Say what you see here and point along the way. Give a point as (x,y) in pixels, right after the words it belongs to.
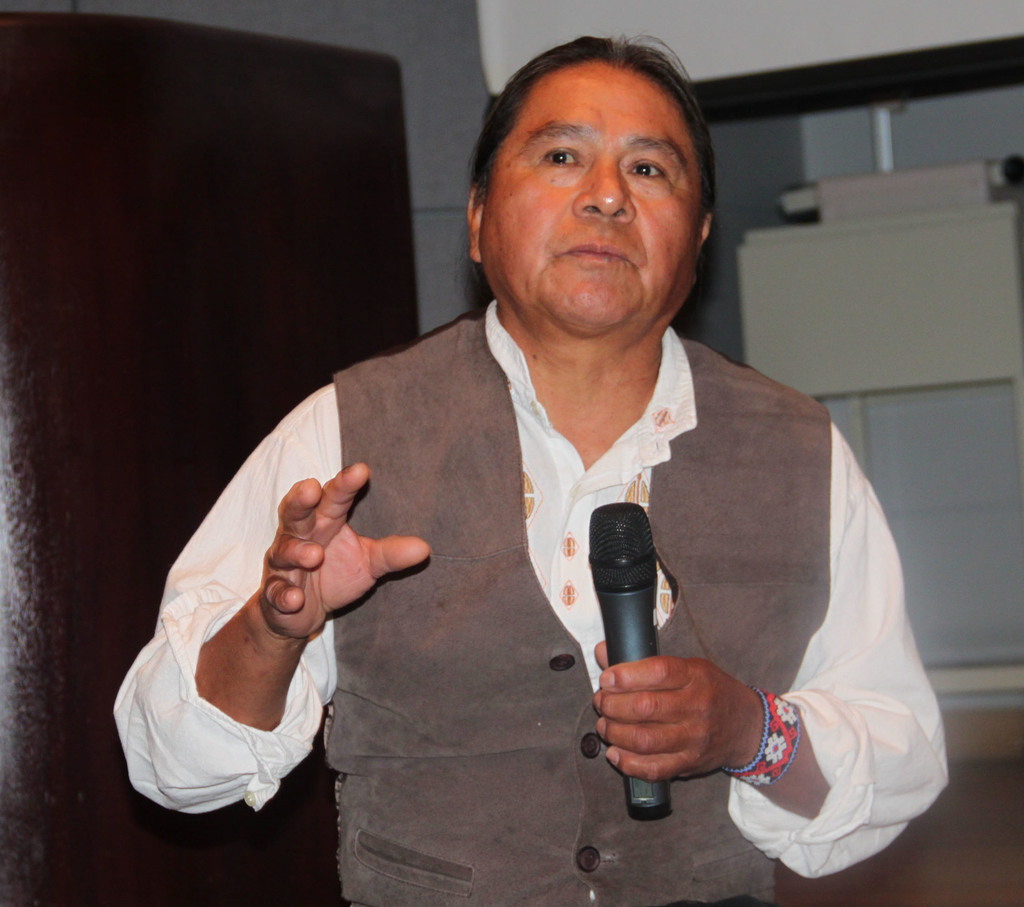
In this picture we can see man (574,108) wore jacket (448,379) holding mic (632,528) in his hand (685,665) and in the background (265,176) we can see door (391,111), wall (427,130), window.
